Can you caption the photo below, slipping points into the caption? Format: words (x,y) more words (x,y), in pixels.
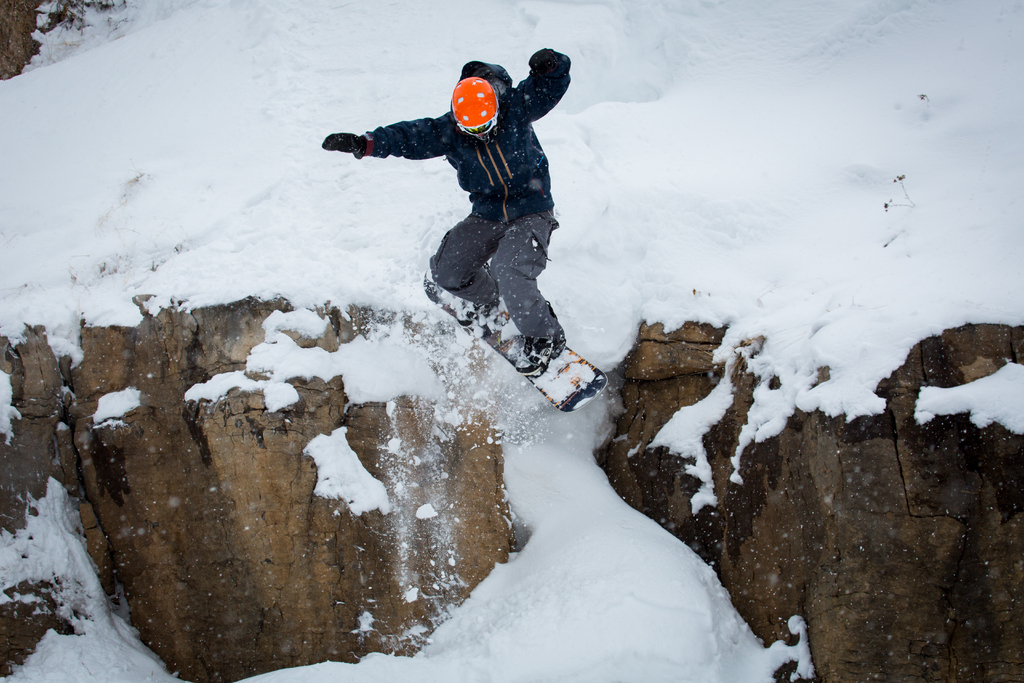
In this image I can see the person (500,117) with the ski board (518,341). The person (460,252) is wearing the blue color dress (483,209) and an orange color helmet (480,107). To the side I can see the rock (224,482). The person (488,188) is in the air.
